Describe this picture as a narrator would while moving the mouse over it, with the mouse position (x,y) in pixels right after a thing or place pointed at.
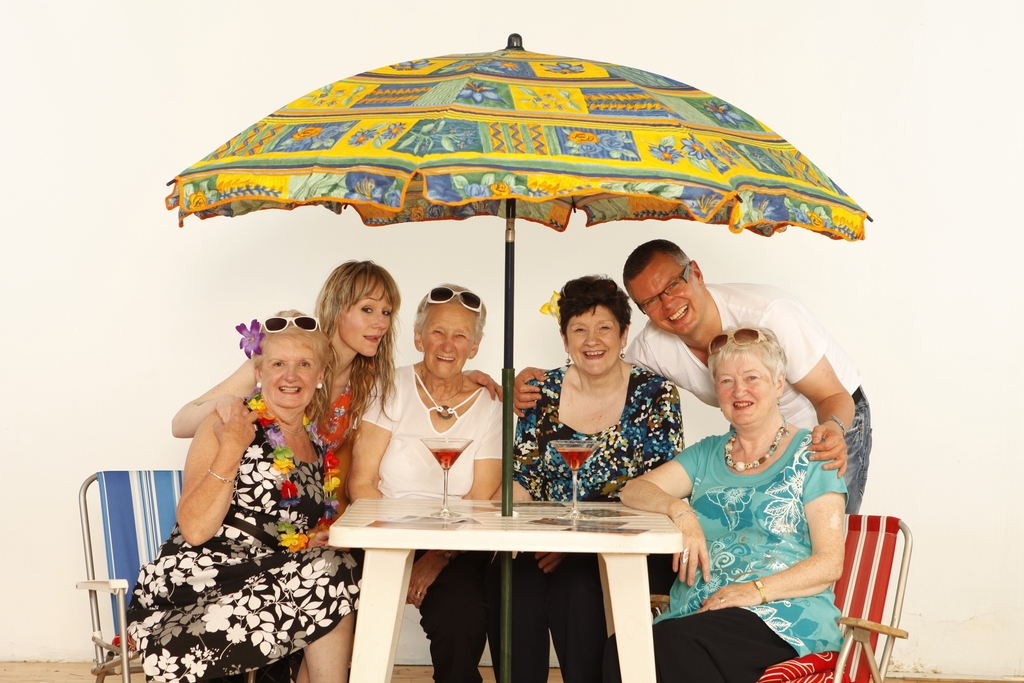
There are five women (360,383) and a man (680,357) in the image. Four women (451,437) are sitting on chairs (169,518) and other two (384,376) are standing behind them and holding them. They are sitting under a beautiful yellow table umbrella (551,194). They wore colorful dresses (332,413) and three ladies (304,446) among them wore sunglasses (735,342) on their head (305,342). The woman (313,469) to the left corner (326,464) wore a garland (333,460) and also kept a flower (244,341) in her hair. There is a table (488,512) in front of them. There are some photographs (438,515) and two glasses (444,501) on the table (461,515). In the background (185,376) there is a wall (156,311).
